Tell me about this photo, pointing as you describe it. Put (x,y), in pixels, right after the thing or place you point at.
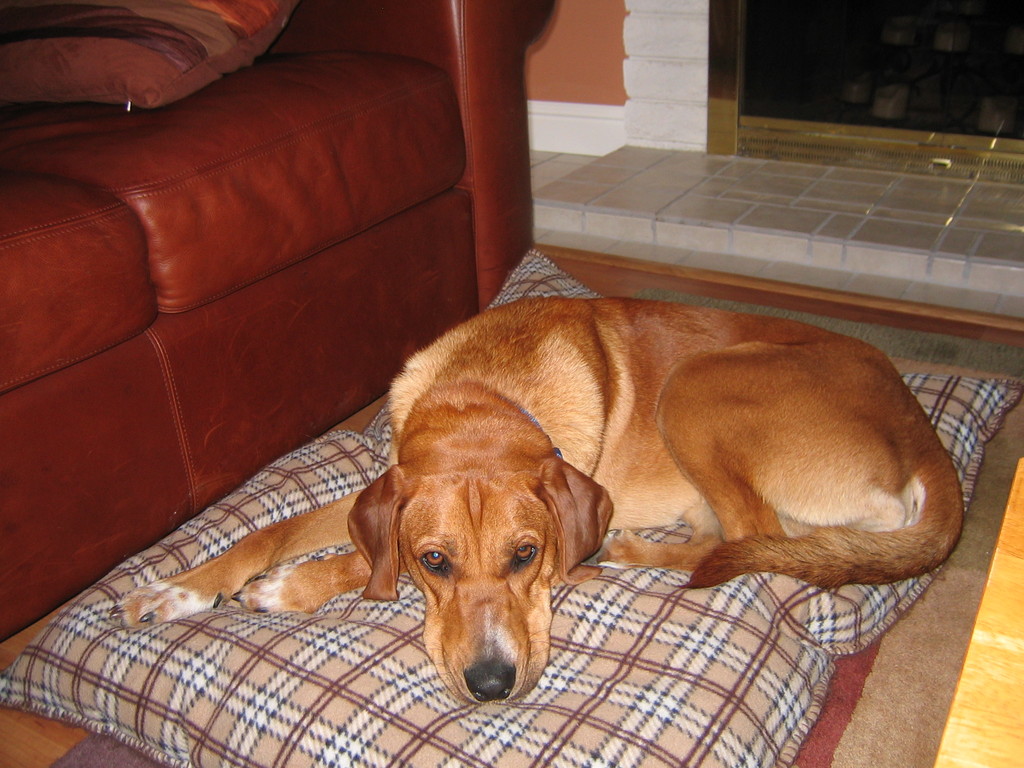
In this image I can see a dog (624,394) which is brown in color is laying on a pillow (681,632) which is cream and white in color. I can see a couch (316,336) which is brown in color and a cushion (67,21) on it. In the background (810,200) I can see the floor (836,214) and the orange colored wall (582,46).
